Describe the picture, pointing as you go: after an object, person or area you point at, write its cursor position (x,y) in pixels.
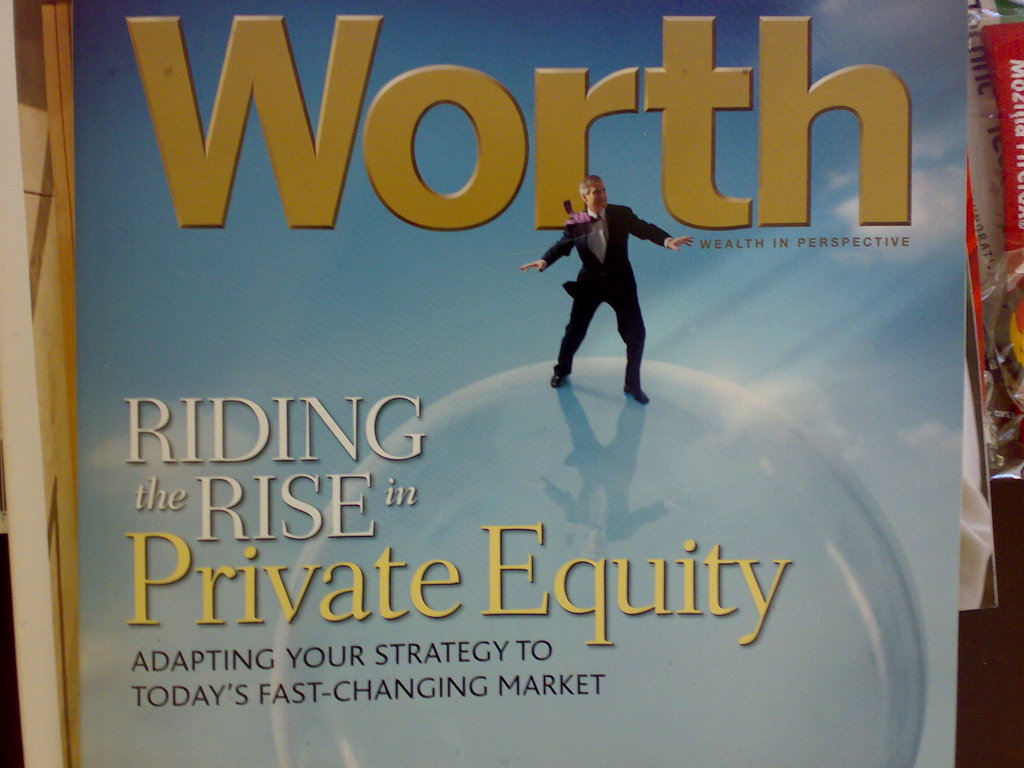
In this image there is a poster (542,524) having a picture (623,289) of a person (599,236) and some text (526,589). Right side (1004,370) there is a packet (993,420).
